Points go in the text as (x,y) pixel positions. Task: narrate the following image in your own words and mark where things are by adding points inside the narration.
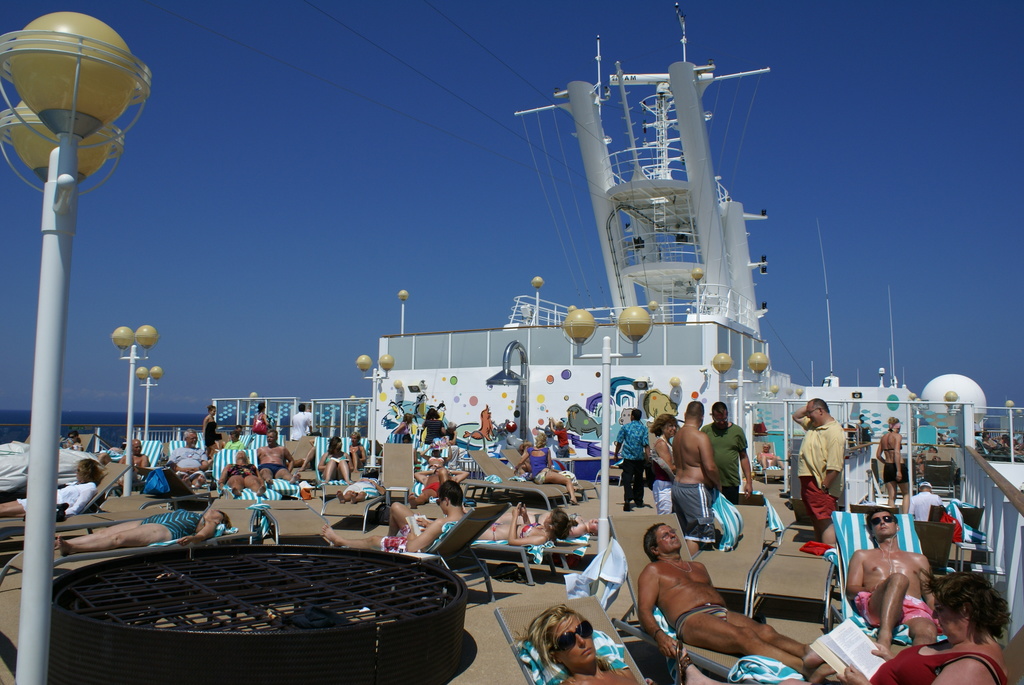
In the image a lot of people (272,482) are taking rest on the chairs (635,518) and in between the people (343,539) there are some poles (605,343) with lights (632,336) and behind the people (92,487) there is a sea (111,413).
